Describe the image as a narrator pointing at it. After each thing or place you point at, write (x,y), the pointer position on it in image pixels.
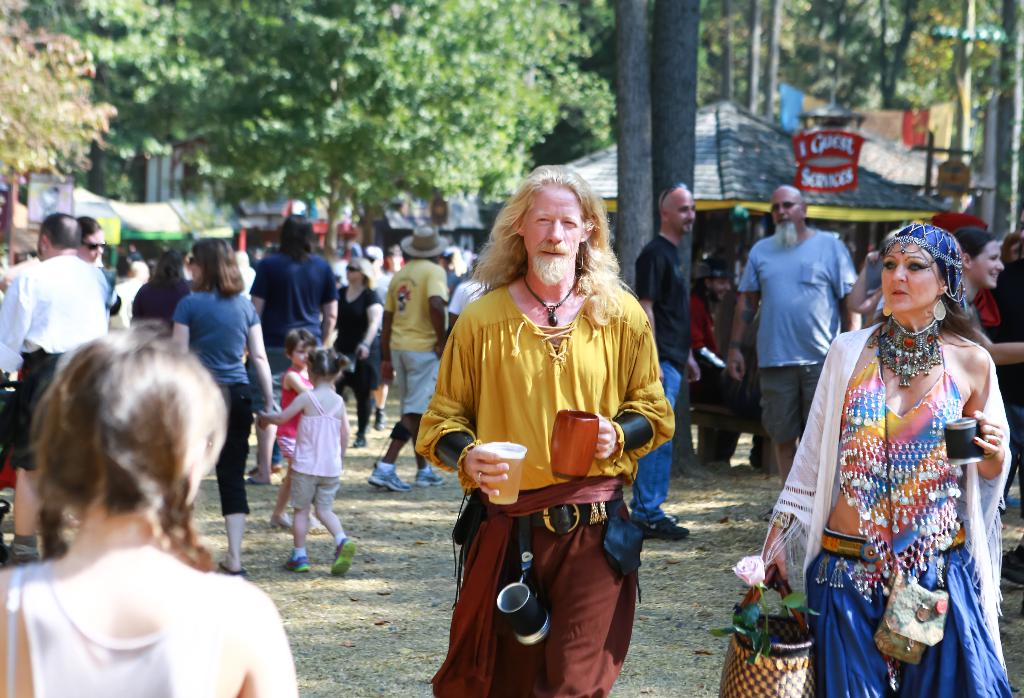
In this picture I can see few people (631,345) standing and few are walking and I can see a man (534,358) holding a jug (581,442) and a glass (514,483) in his hands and I can see a woman (838,503) standing on the side and holding a cup (975,437) and a basket (744,685) and I can see few stores (783,175) in the back (828,154) and a board (820,141) with some text (821,178) and I can see trees (397,92).
